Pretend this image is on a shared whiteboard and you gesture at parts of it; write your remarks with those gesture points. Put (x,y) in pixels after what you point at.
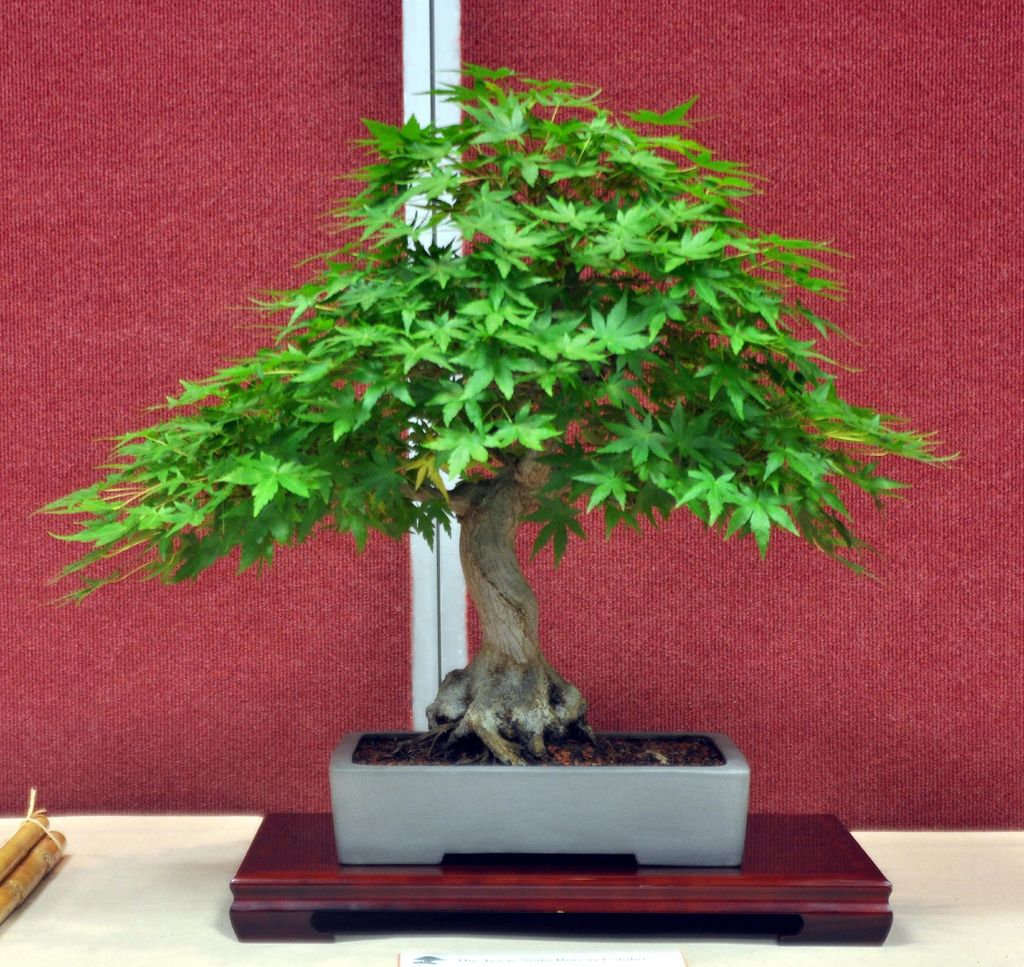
In this image we can see a house plant (683,407) on some object (491,875) which is on the surface (1004,859). We can also see a paper (651,962) and tied wooden sticks (26,847) on the left (33,837). We can also see the wall (304,254) and pipes (442,608) in the background (436,608).
